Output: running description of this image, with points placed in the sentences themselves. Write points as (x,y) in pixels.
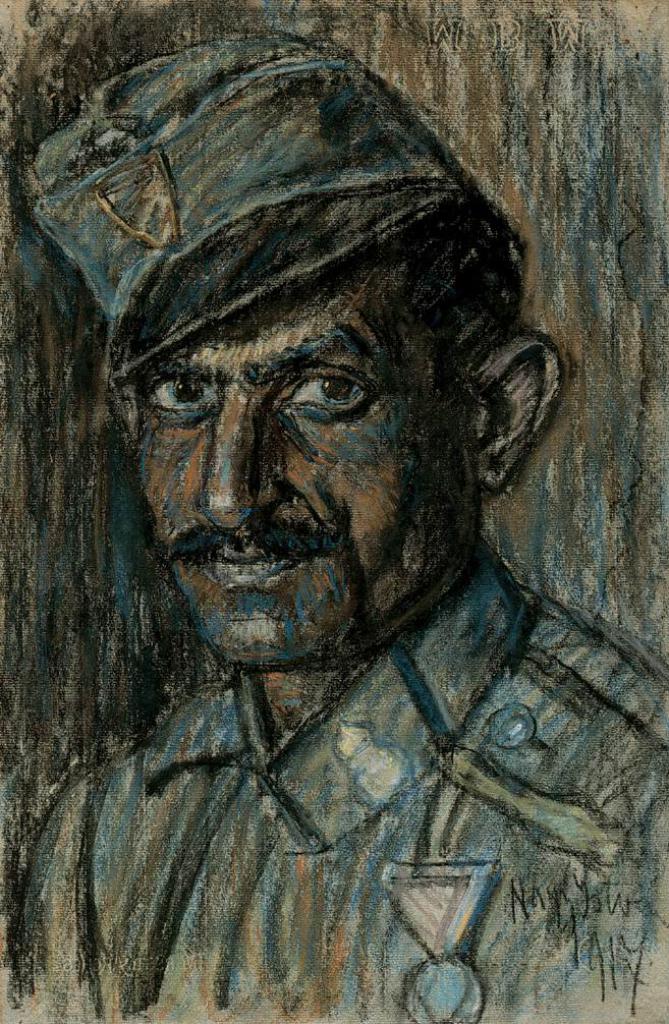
This is a painting in this image, in the center (301,441) there is one person (334,492).
